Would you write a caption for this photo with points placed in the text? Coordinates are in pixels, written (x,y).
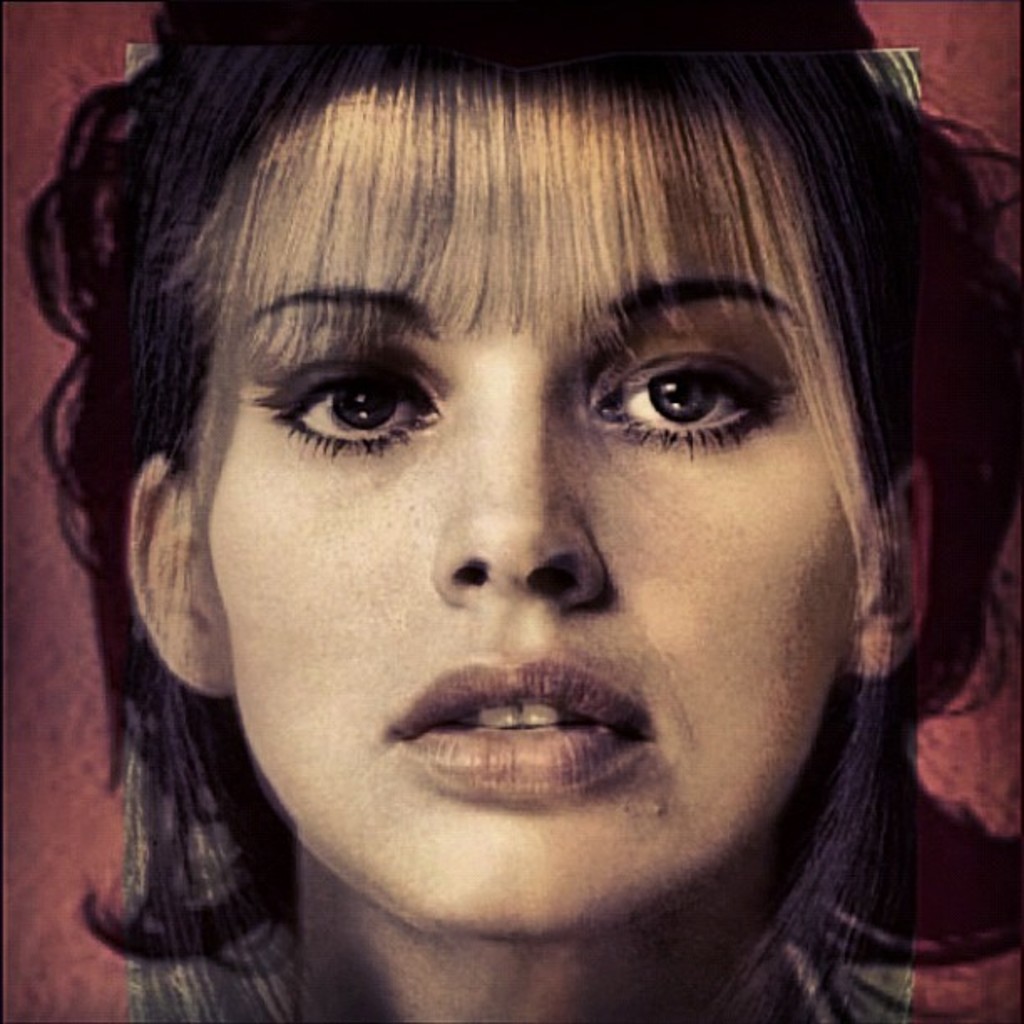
In this image I can see depiction picture of a woman's face (578,398).
